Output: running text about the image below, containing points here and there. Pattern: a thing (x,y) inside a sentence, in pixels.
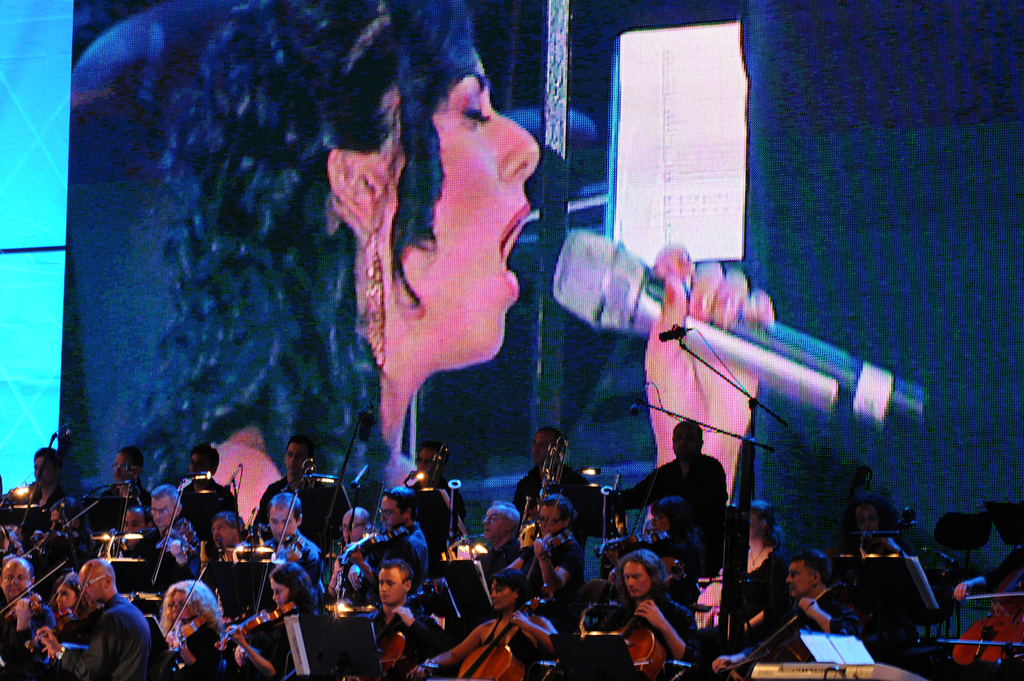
There are group of people (196,655) sitting on the chairs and playing violin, behind them there is a huge screen (516,292) and the picture (419,238) of a woman (432,148) is being displayed on the screen (626,300). She is singing a song.
